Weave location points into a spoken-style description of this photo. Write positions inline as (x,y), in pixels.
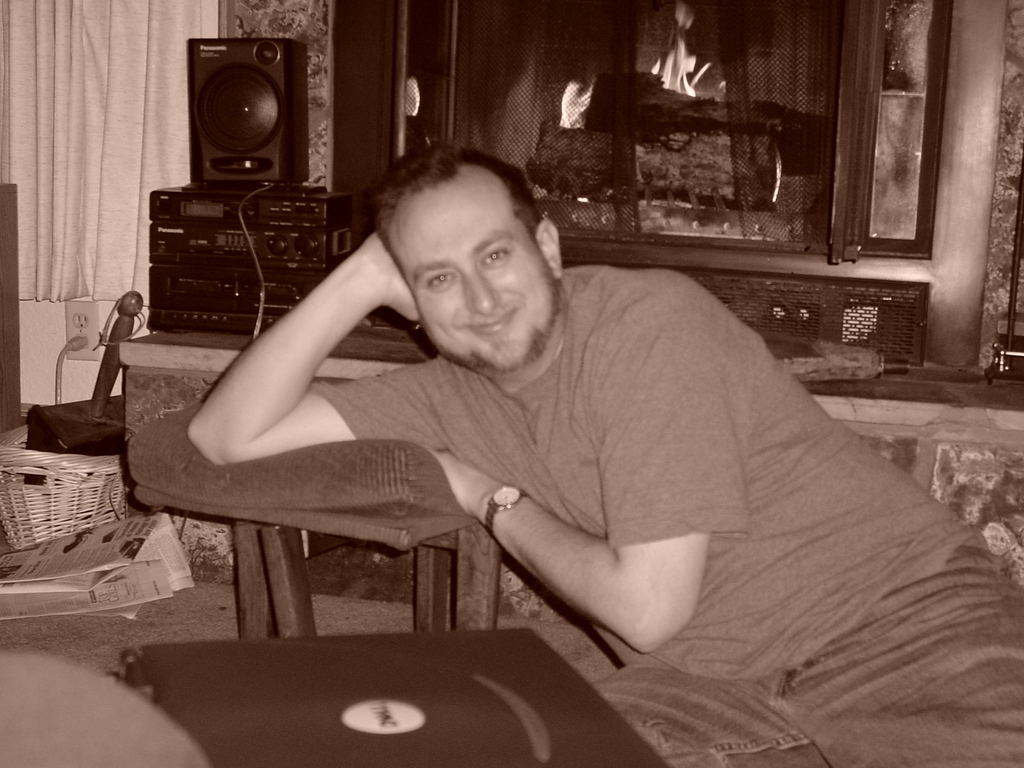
In this image we can see a person (693,475) is smiling. Beside that person (565,554) there is a table (398,526), on that table (406,529) there is a pillow (422,502). Front of the image we can see a device (416,674). Background (751,118) there is a fireplace (739,122), curtains (98,79), speaker (249,127), devices (254,221), basket (31,472), newspapers (127,546), socket (82,351), cable (61,367) and things (60,426).
